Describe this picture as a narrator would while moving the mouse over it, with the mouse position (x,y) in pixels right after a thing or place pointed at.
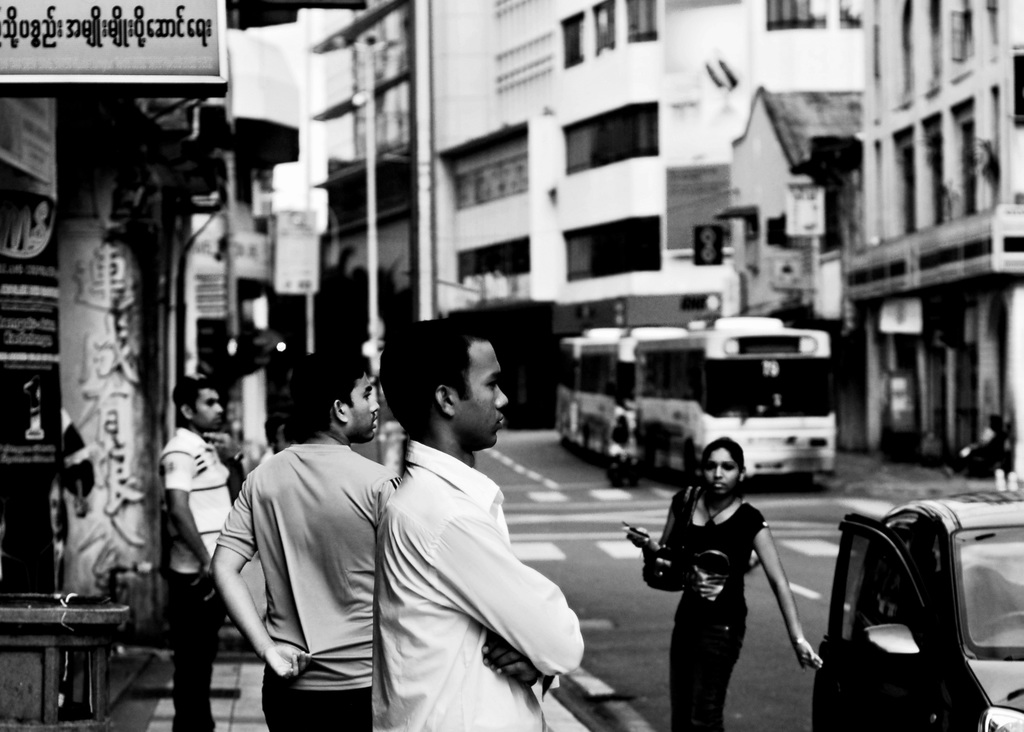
This is a black and white image as we can see there are some persons (473,600) standing at the bottom of this image (409,623). There are some vehicles (658,394) on the road (806,537) is on the right side of this image (853,626), and there are some buildings (625,311) in the background (440,316).
